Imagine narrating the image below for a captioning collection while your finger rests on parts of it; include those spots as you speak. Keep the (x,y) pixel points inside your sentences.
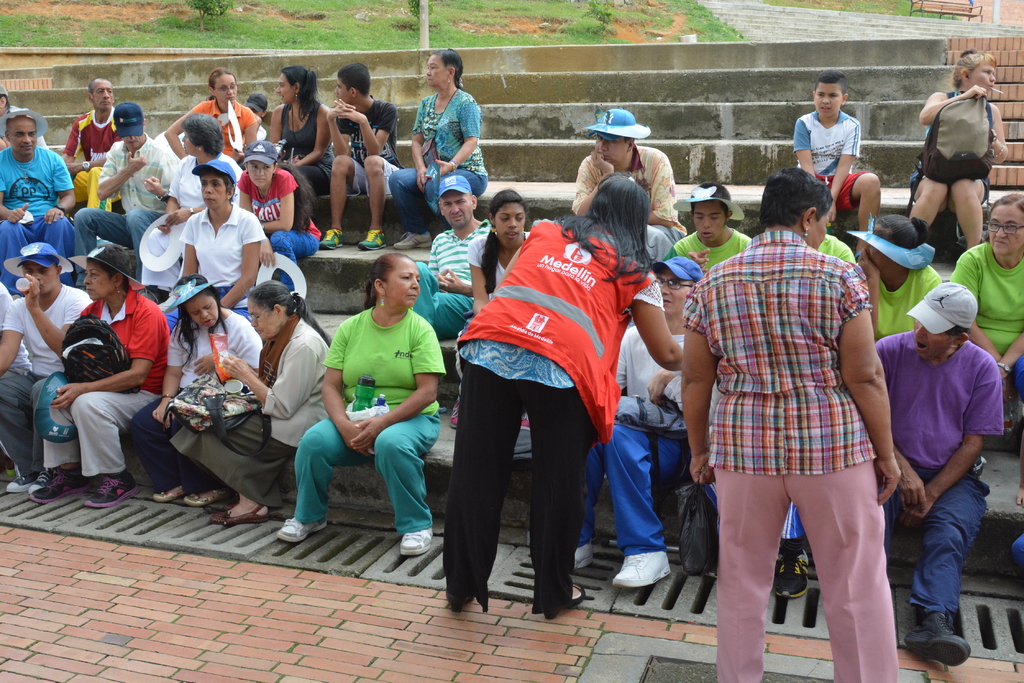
In this image there are group of persons (461,302) sitting on the staircase (625,76), there is a person's (39,157) truncated towards the left of the image (8,208), there is a person (994,292) truncated towards the right of the image (986,244), there are persons (409,325) holding an object (368,394), there is a person (697,382) truncated towards the bottom of the image (808,489), there is the grass (452,17) truncated towards the top of the image (702,10), there is a bench (932,9) truncated towards the top of the image (962,11).
